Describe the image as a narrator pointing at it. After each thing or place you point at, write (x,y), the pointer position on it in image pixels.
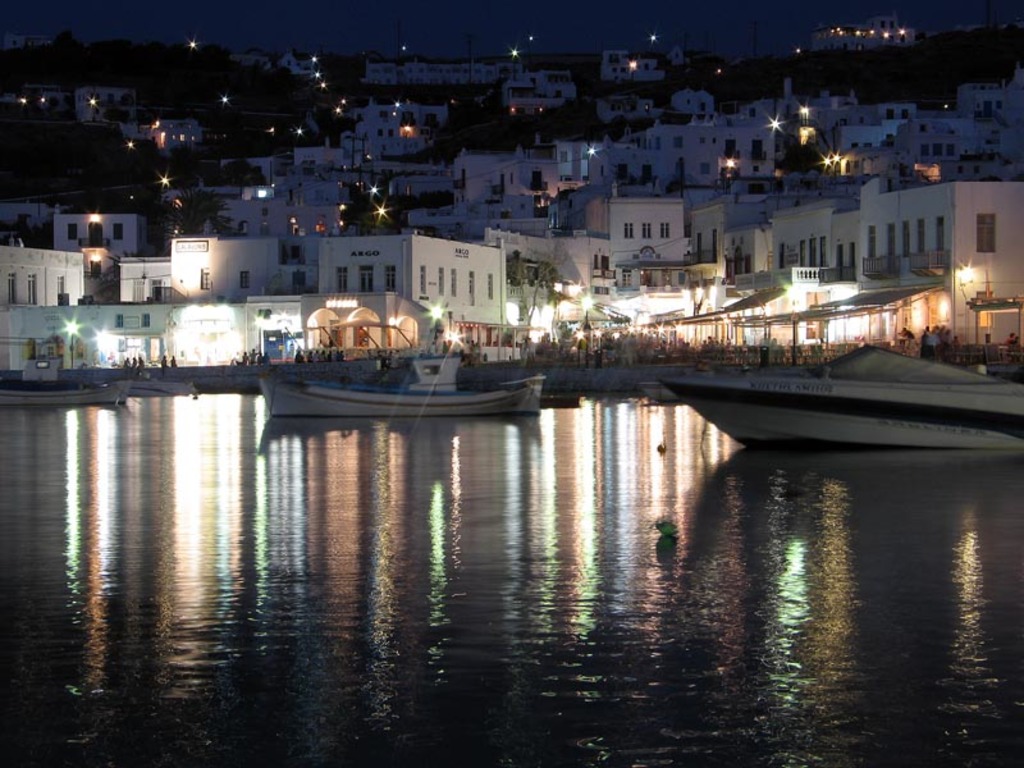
In this picture I can see there are few boats (415,411) sailing on the water (442,478) and there are few buildings (583,281) in the backdrop (707,318) and there is heavy lighting (692,327) and there are few trees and buildings (631,227) in the backdrop (279,245). The sky (419,5) is dark.
